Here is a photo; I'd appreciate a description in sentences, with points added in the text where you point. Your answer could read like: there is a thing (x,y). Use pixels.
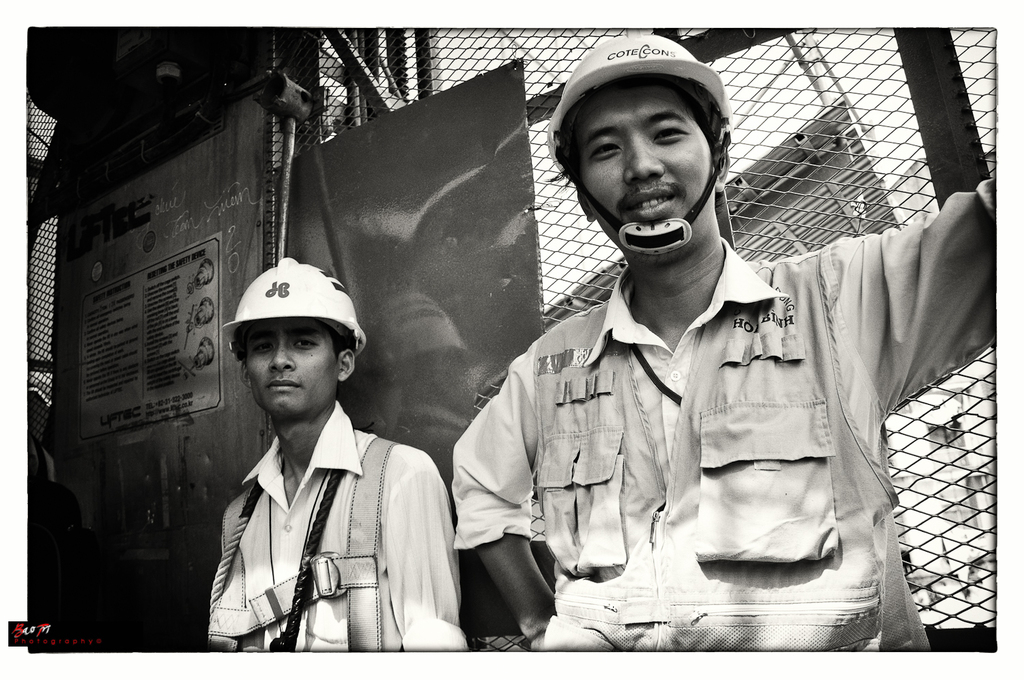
In this picture we can see two men (692,303), they wore helmets (642,85), in the background (543,135) we can see fence (543,135) and a sticker (103,337) on the metal door (201,166).
